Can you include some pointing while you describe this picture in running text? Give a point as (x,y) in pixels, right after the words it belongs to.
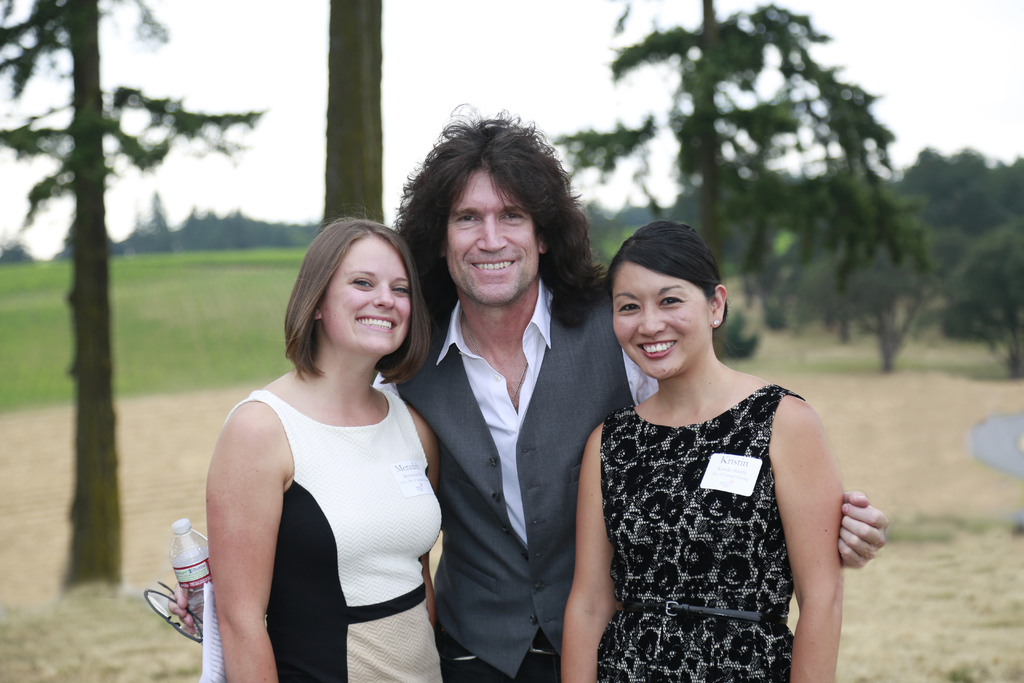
In the center of the image (464,439) we can see three persons (502,494) are standing and they are smiling. Among them, we can see one person (399,526) is holding some objects (210,602). In the background (598,161), we can see the sky (558,61), trees (840,190) and grass (821,372).
